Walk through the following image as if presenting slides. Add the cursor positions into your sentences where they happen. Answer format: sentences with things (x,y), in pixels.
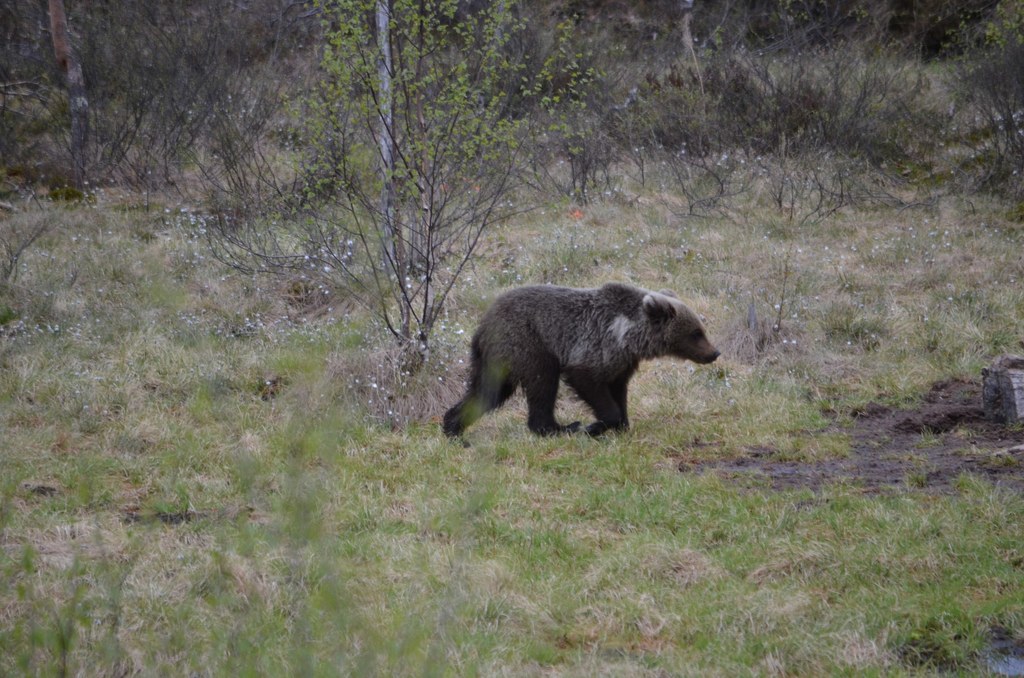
In this picture we can see an animal (459,424) on the ground (552,449) and in the background (74,359) we can see the grass (504,422), trees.
